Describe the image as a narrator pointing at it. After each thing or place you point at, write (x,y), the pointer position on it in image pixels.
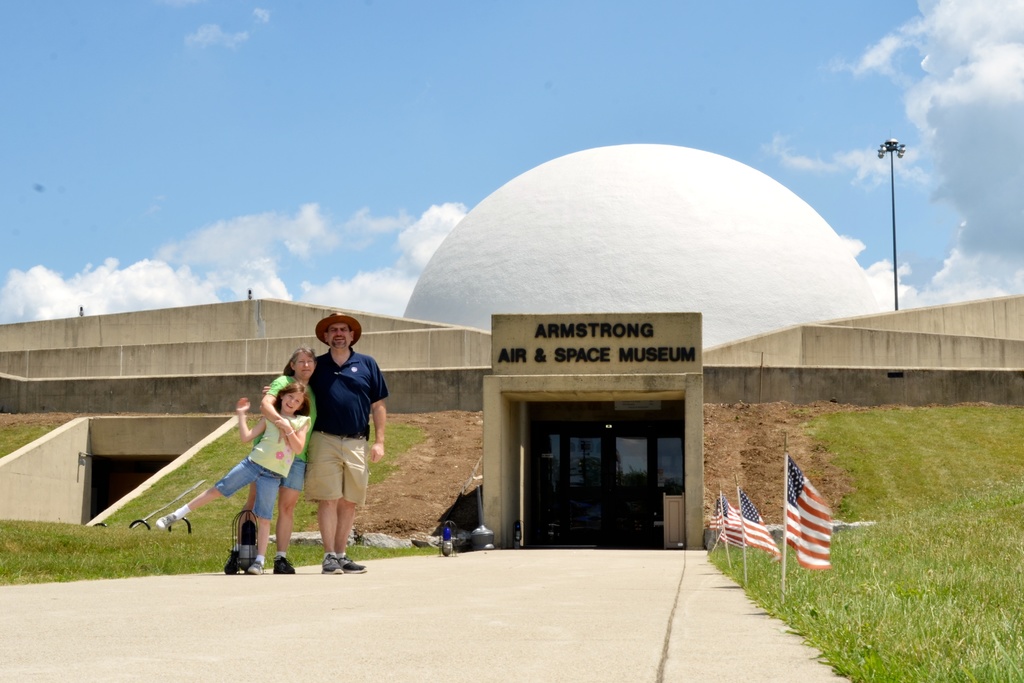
In this image I can see a person (348,389) wearing black and cream colored dress (336,432) and a woman (314,419) wearing green and blue colored dress (301,468) and a child (284,460) are standing on the road (356,585). I can see some grass (123,546) on both sides of the road (689,608), few flags (801,543) and the wall (102,380). In the background (533,251) I can see the white colored buildings (652,278), a light pole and the sky (306,142).
